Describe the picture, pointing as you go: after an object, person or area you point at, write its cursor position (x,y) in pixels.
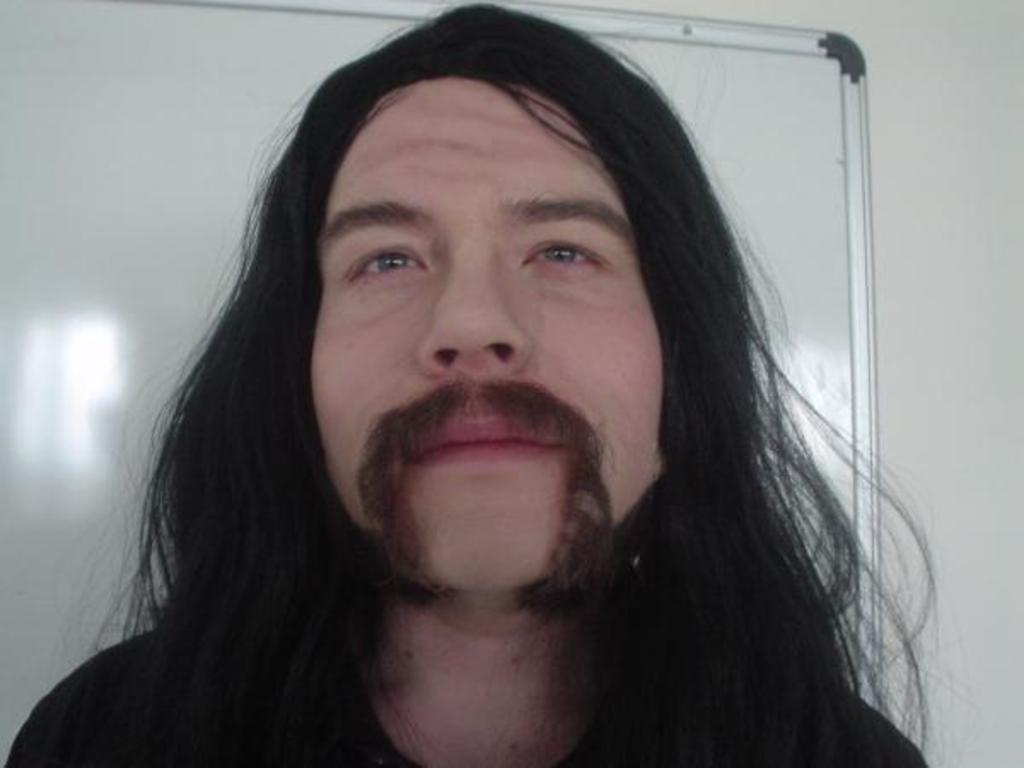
In the picture I can see a man (466,88) with long hair (257,249). In the background (181,296), I can see the whiteboard (221,162) on the wall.
